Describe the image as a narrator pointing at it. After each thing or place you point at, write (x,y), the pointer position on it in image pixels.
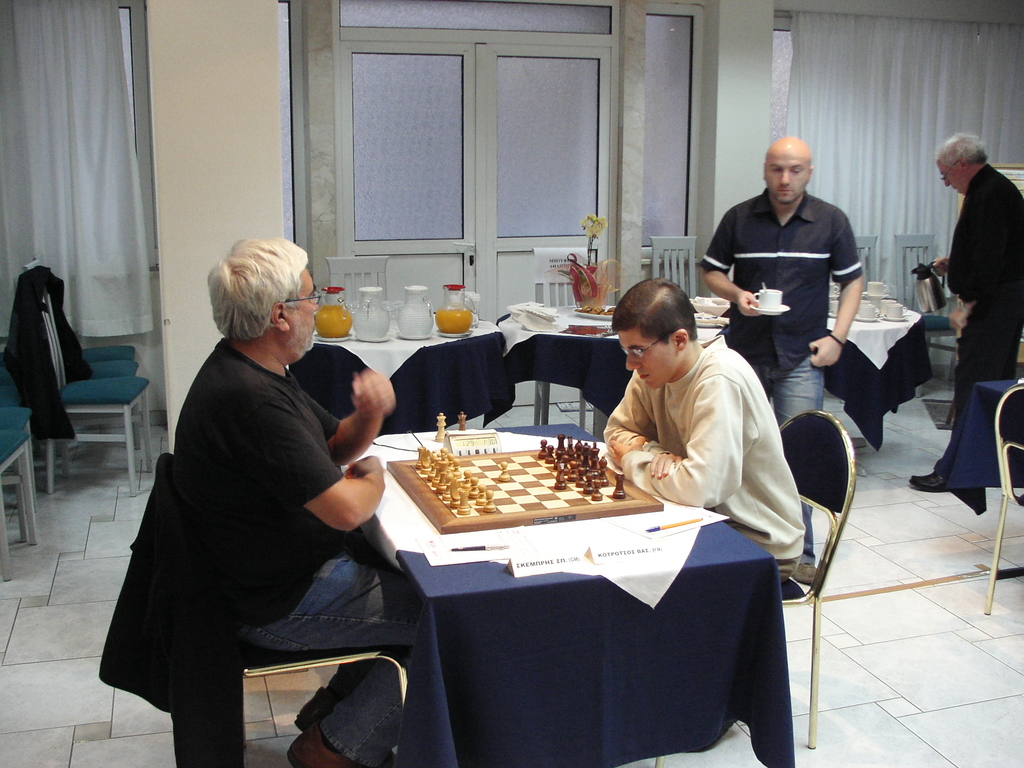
In this image I can see few people (796,287) where few of them are sitting on chairs (843,430) and few are standing. In the background (433,368) I can see number of tables (353,348) and few jars (363,331) and few cups (880,288) are on it. Here I can see few more number of chairs (58,379).
